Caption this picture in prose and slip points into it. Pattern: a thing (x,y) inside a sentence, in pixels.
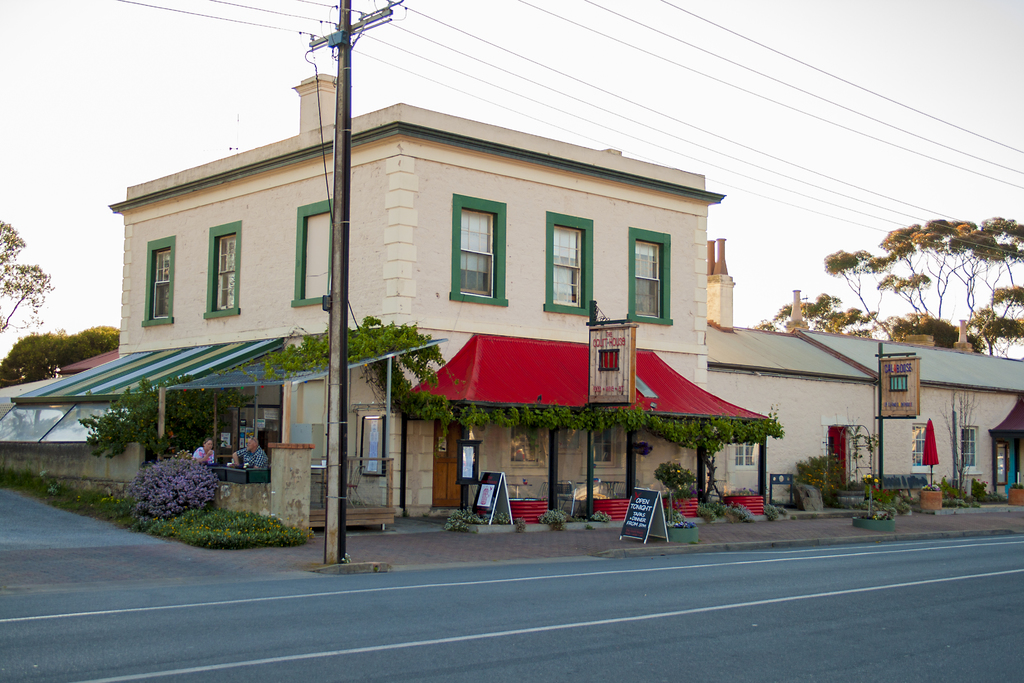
At the bottom of the image (279,594) there is road (163,587). In the center of the image (669,272) there is a house (676,254). There are plants (208,521). There is a pole (343,5). In the background of the image (755,292) there are trees (939,234), sky (109,127).
